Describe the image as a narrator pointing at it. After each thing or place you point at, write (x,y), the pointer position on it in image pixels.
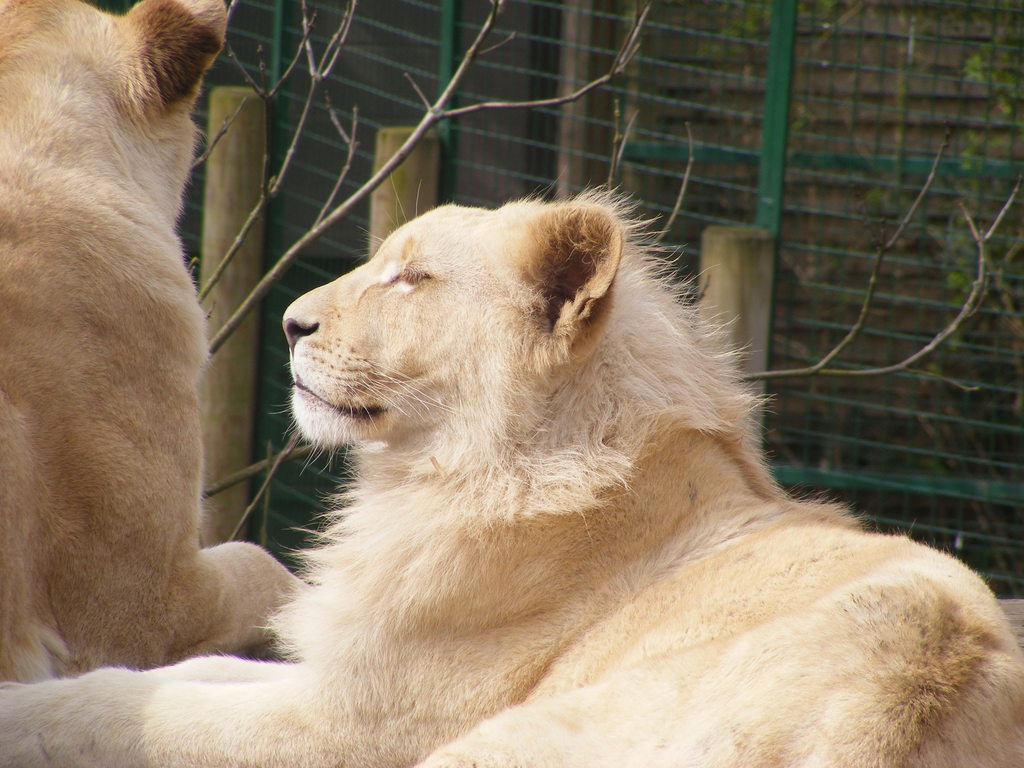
In this image we can see lions (350,564). In the background (286,168), we can see bamboo (233,197), mesh (721,161) and plants (283,174).
